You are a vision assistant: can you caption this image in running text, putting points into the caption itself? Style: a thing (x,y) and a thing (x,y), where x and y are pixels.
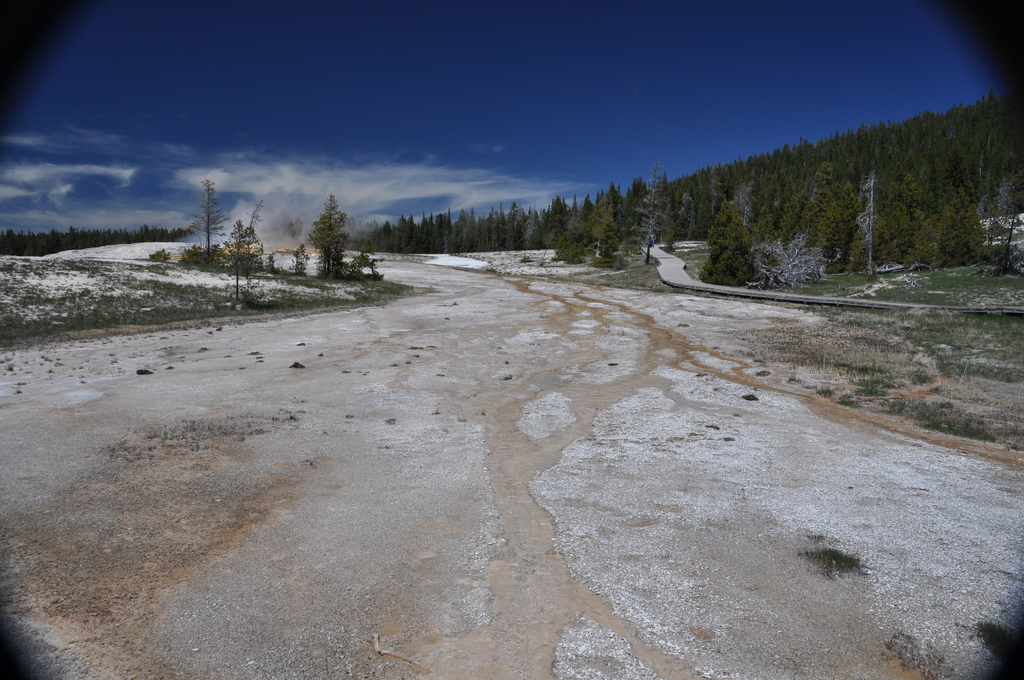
In this picture I can see trees (468,238) and grass (866,349) on the ground (890,324) and I can see blue cloudy sky (467,56).
